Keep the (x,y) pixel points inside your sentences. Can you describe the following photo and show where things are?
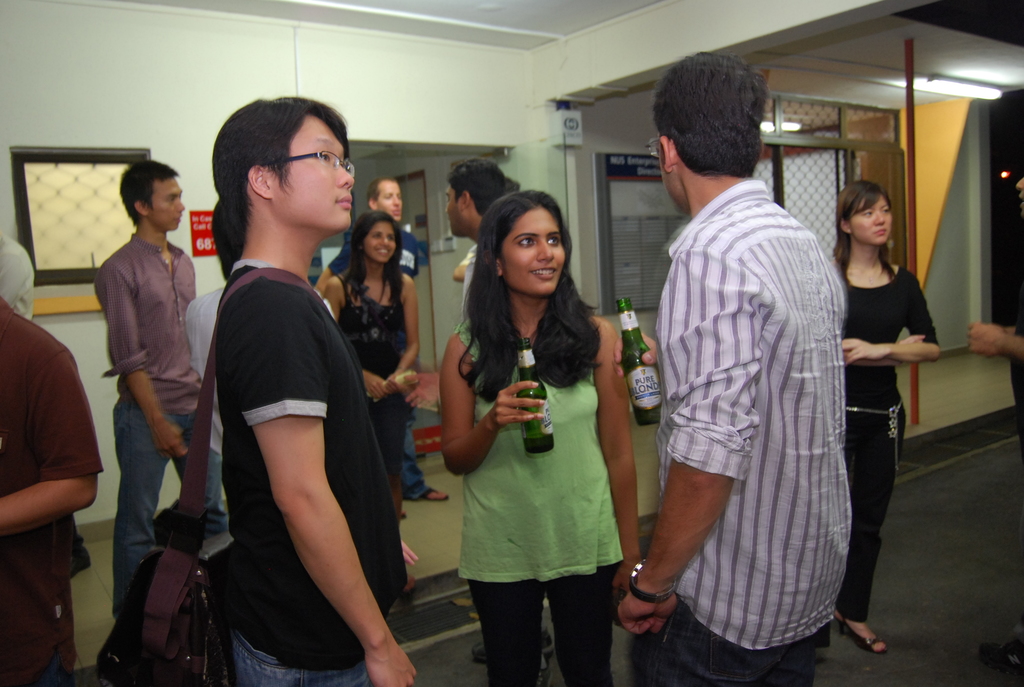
In this image, we can see a group of people (250,355) wearing clothes (867,307) and standing in front of the wall (453,88). There are two persons (586,307) holding bottles (638,376) with their hands (533,406).
